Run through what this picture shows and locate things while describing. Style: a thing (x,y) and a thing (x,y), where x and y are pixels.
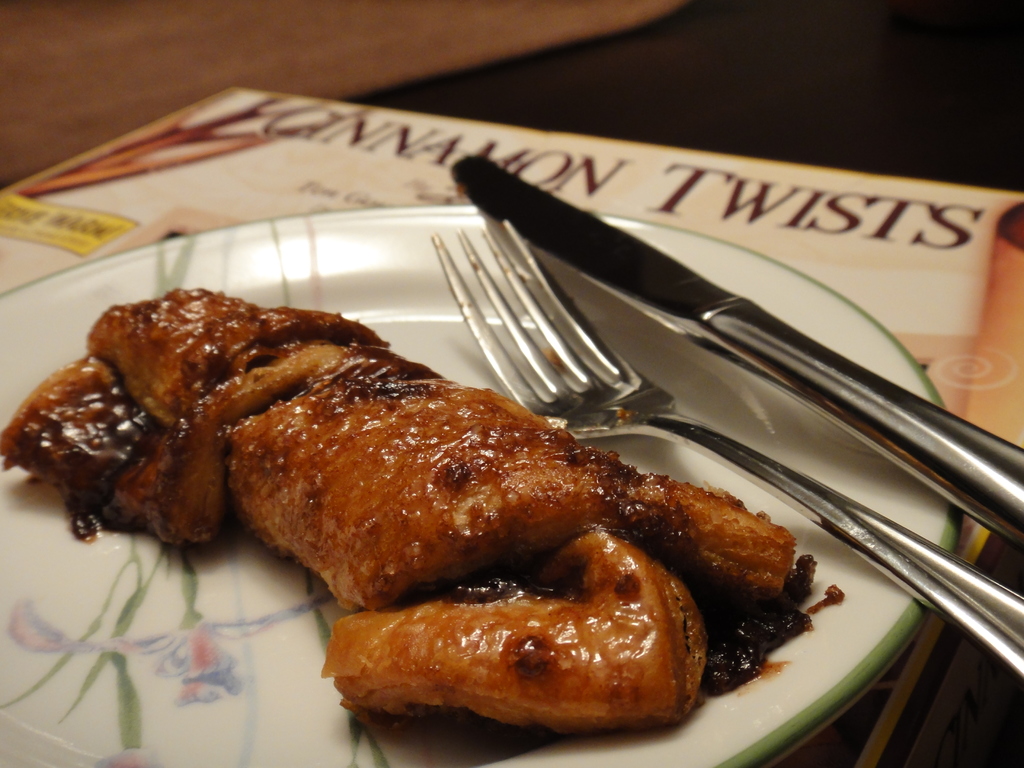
In this image I can see a white colour plate (713,735) and in it I can see the brown colour food (271,521). I can also see a fork (515,277), a knife (494,196) and under the plate (853,336) I can see a board (11,260). I can also see something is written on the board (450,176).
